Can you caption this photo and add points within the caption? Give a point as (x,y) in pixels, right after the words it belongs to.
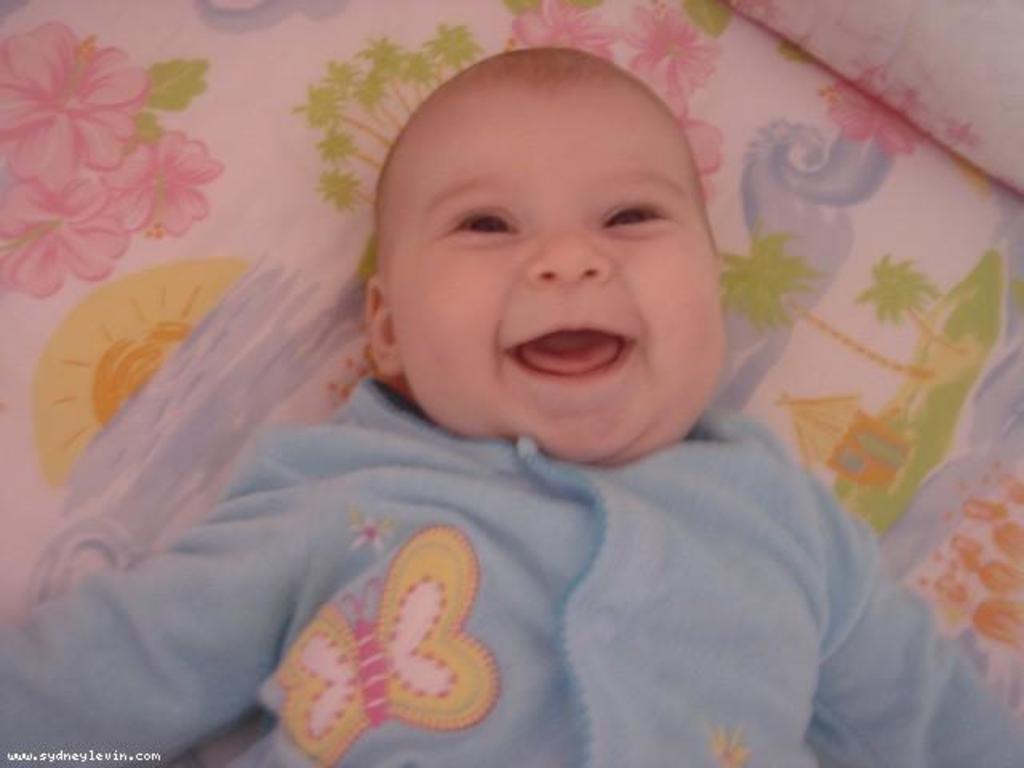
There is a baby (611,360) in blue color dress (675,602), smiling and lying on a bed (856,442). Which is having a bed sheet (764,69) and a pillow (942,106). In front of this baby (180,728), there is a watermark (27,754).
